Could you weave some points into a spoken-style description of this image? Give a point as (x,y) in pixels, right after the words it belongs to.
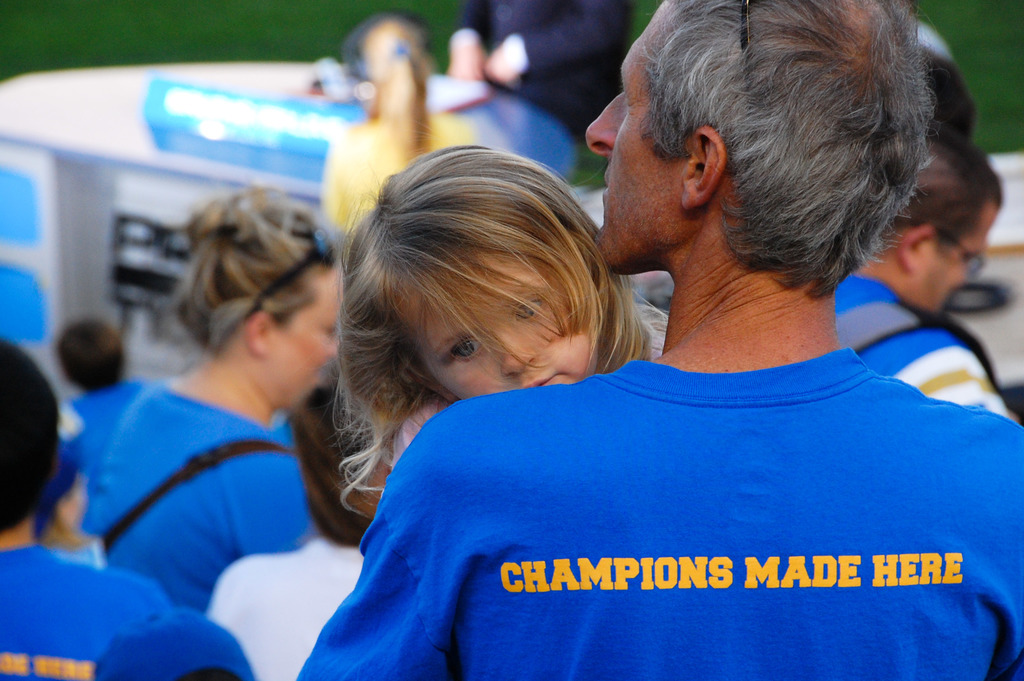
In this image there is a person (700,446) wearing a blue T-shirt (675,496) is holding a little girl (464,285) and there are many people (185,514) standing.
